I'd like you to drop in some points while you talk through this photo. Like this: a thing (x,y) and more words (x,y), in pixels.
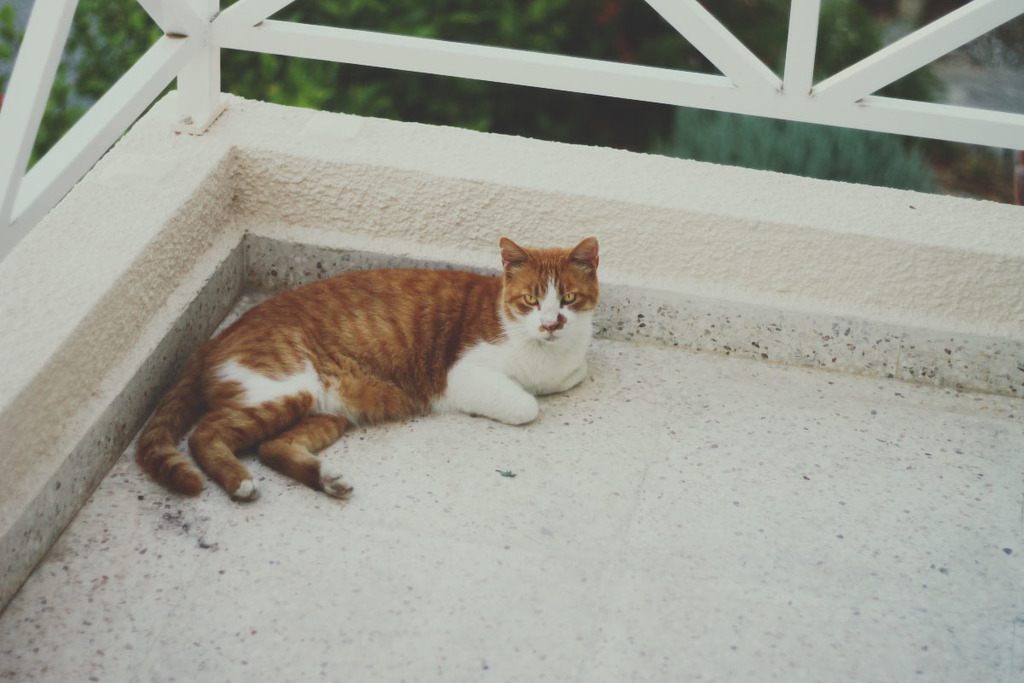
In this picture I can see a cat (234,393) on the floor (429,430) and I can see metal fence (798,61) and a tree (399,76) in the background (399,76).
